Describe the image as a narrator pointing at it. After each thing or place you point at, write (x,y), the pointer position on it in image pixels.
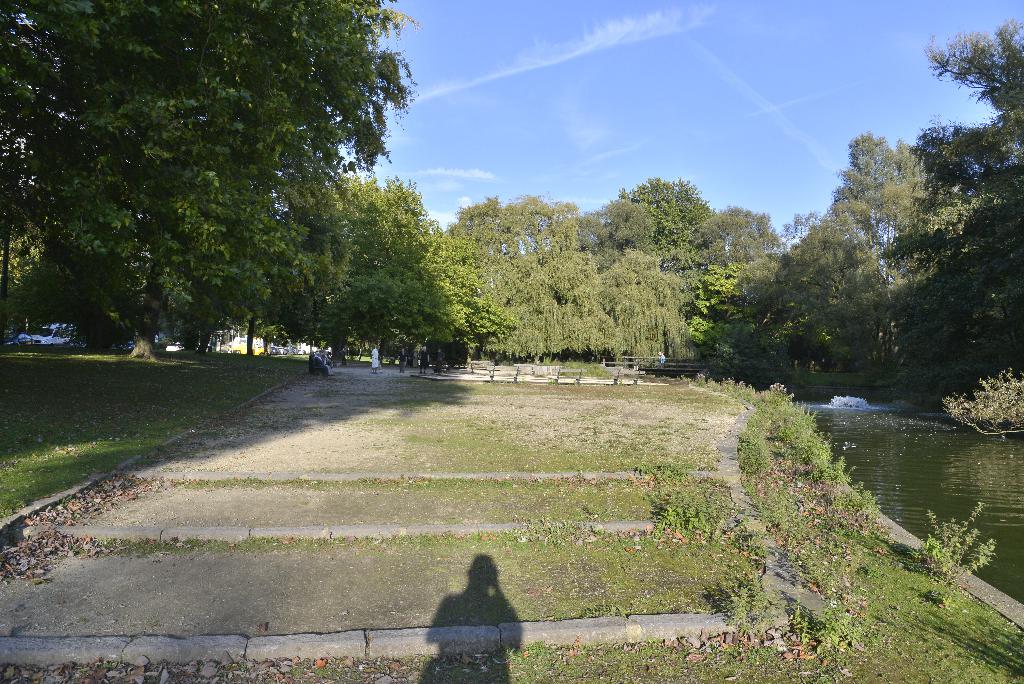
This picture shows few trees (390,279) and we see plants (758,477) and few benches (580,380) and grass (106,405) on the ground (181,445) and we see a shadow (471,598) of a human (442,642) and we see water (829,412) and a blue cloudy sky (692,111).
